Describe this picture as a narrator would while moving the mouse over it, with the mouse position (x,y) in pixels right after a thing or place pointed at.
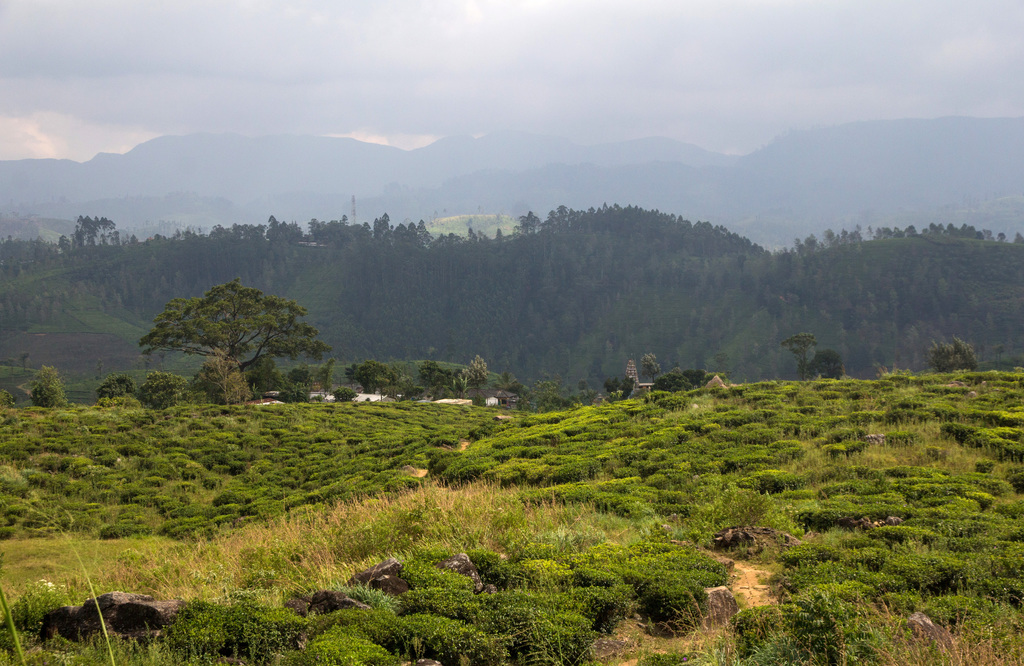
In this image we can see a group of trees (243,374), mountains (351,313) and in the background (497,74) we can see the sky (709,80).
